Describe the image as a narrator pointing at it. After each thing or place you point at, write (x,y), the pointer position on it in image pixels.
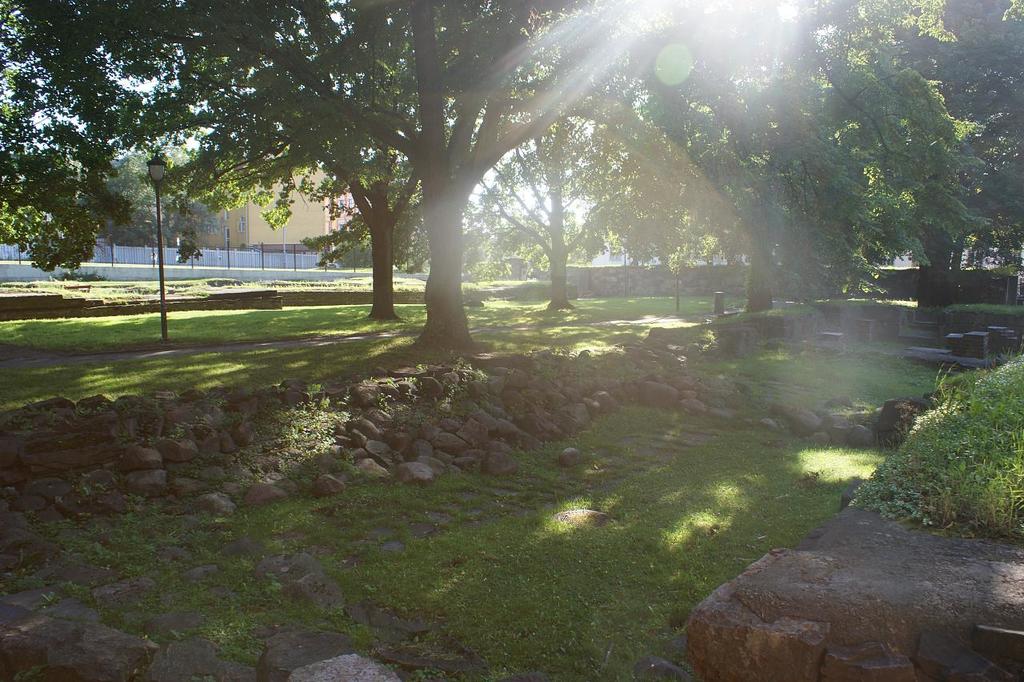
In this image we can see grass (388,506) and stones (481,445) on the ground (388,506). In the background (486,157) we can see poles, trees (404,112), plants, wall (164,267), building (219,223), windows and the sky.
